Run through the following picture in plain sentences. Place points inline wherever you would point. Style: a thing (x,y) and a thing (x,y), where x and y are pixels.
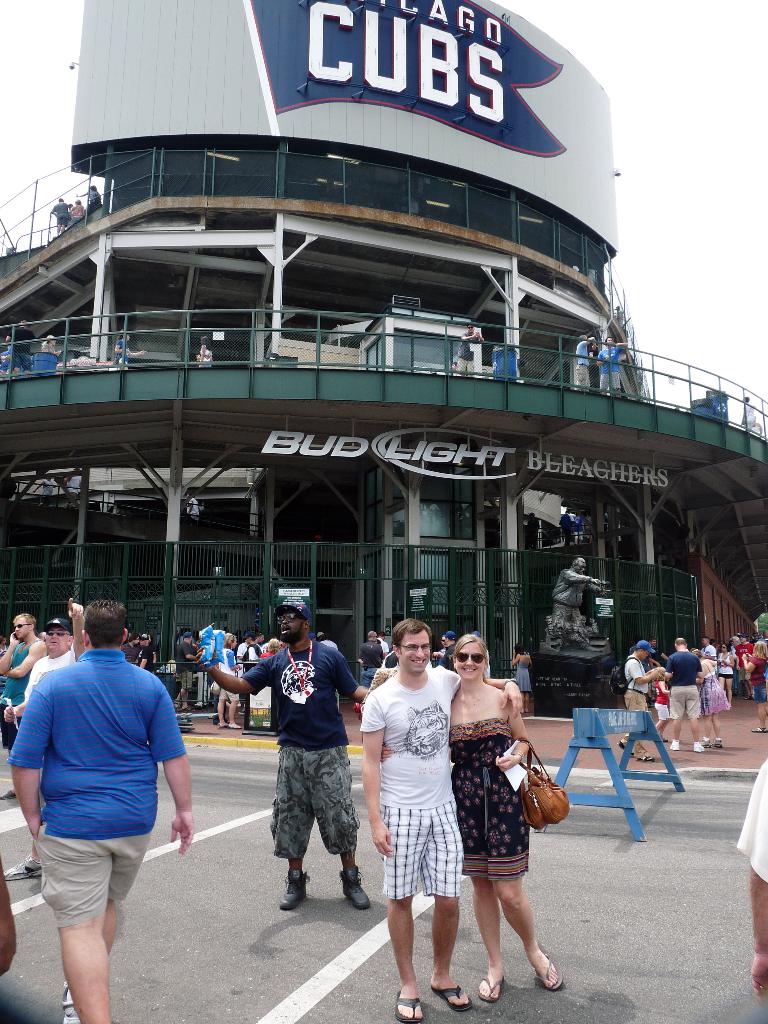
In this image there is a woman (453,755) carrying a bag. She is standing beside a person (434,789) wearing spectacles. Behind him there is a person (296,685) holding an object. He is wearing a cap (298,619) and spectacles (288,620). Right side (615,723) there is object (628,811) on the road (561,830). Few people (404,744) are on the road (200,821). Few people (756,715) are on the pavement (746,715). Right side (565,614) there is a statue (565,584). Behind there is a fence (546,577). Background (314,292) there is a building (359,377). Few people (7,347) are in the balcony (420,350). Top of the image (743,263) there is sky (703,127). Left side (80,878) there is a person (71,923) walking on the road (148,974).
